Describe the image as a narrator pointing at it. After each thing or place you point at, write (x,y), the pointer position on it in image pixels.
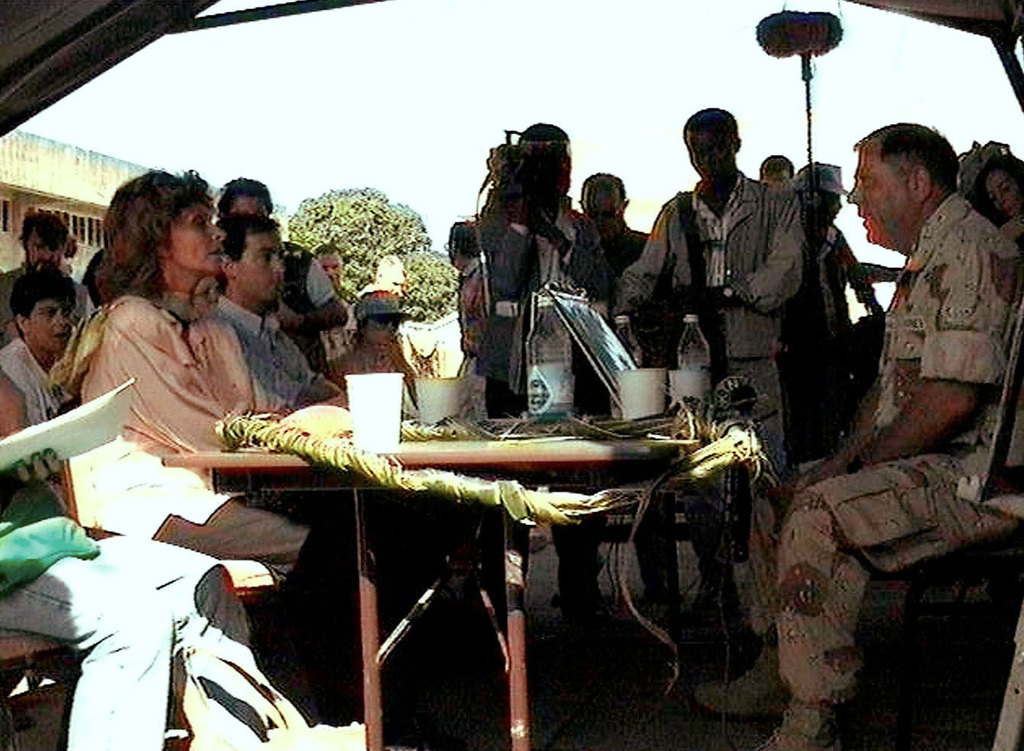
In this image, In the middle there is a table (247,470) which is in brown color on the table (300,473) there are some glasses (364,420), There are some bottles (682,361), There is a laptop (594,364) on the table (615,459), There are some people (859,532) sitting on the chairs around the table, In the background (515,223) in the middle (571,257) there is a man (525,205) standing and holding a camera (530,192) which is in black color, There is a tree (357,214) which is in green color, There is a wall (63,167) which is in yellow color, There is a sky (264,127) which is white in color.
